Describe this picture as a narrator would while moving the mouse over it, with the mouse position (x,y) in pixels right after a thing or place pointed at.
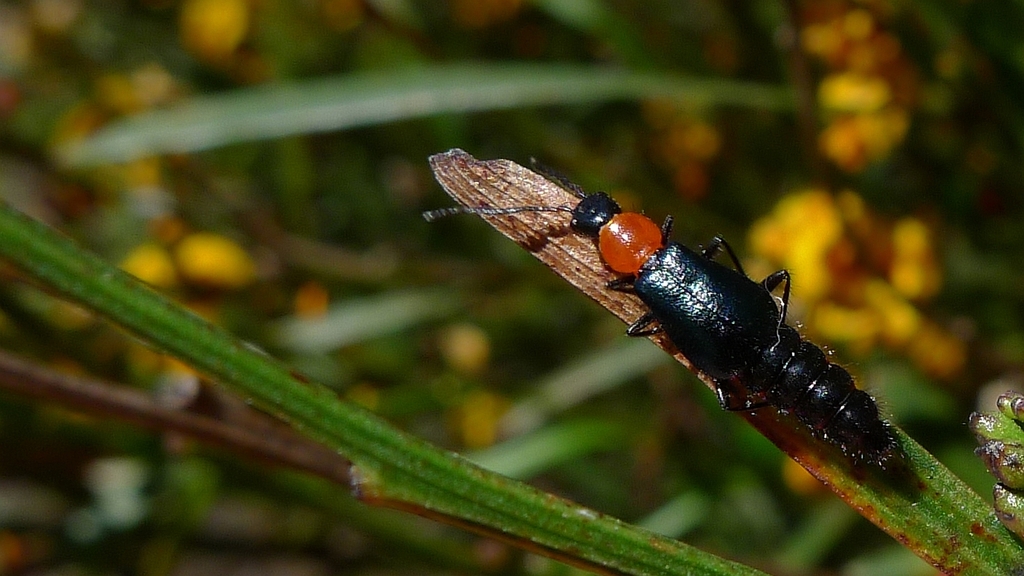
In this picture we can see an insect (808,386) on a leaf (834,467) and in the background (662,443) we can see leaves (560,402), flowers (860,46) and it is blurry.
